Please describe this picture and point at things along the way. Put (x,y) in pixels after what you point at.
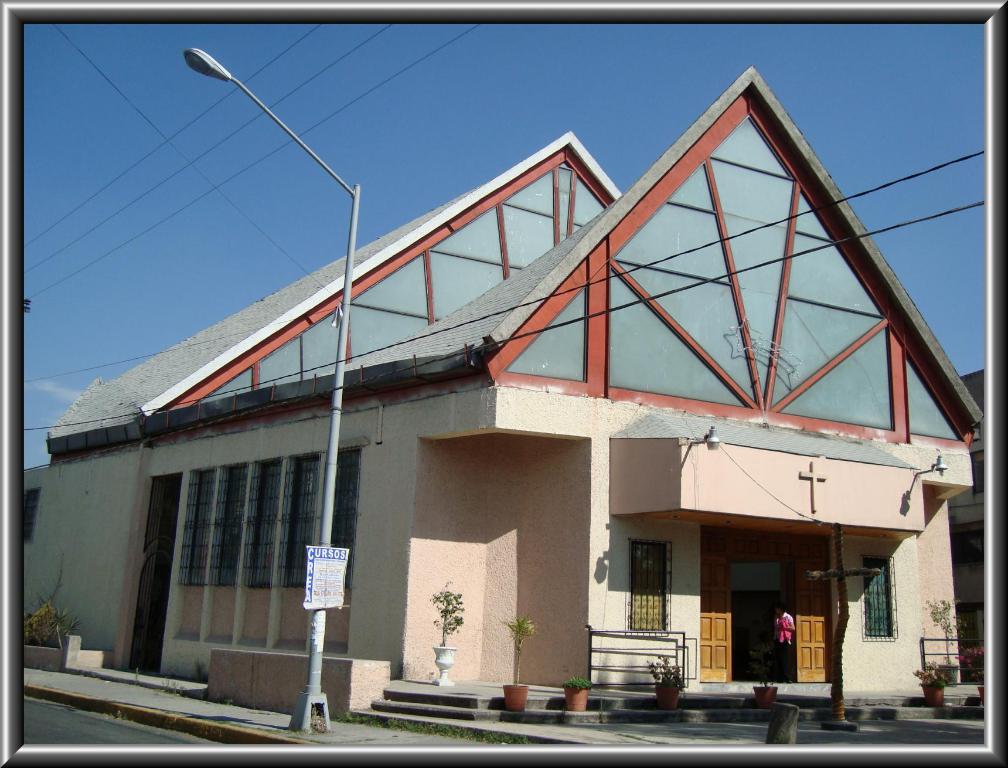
In this image I can see a street light (326,524). I can see a house (411,572). At the top (283,233) I can see the sky (447,140).
